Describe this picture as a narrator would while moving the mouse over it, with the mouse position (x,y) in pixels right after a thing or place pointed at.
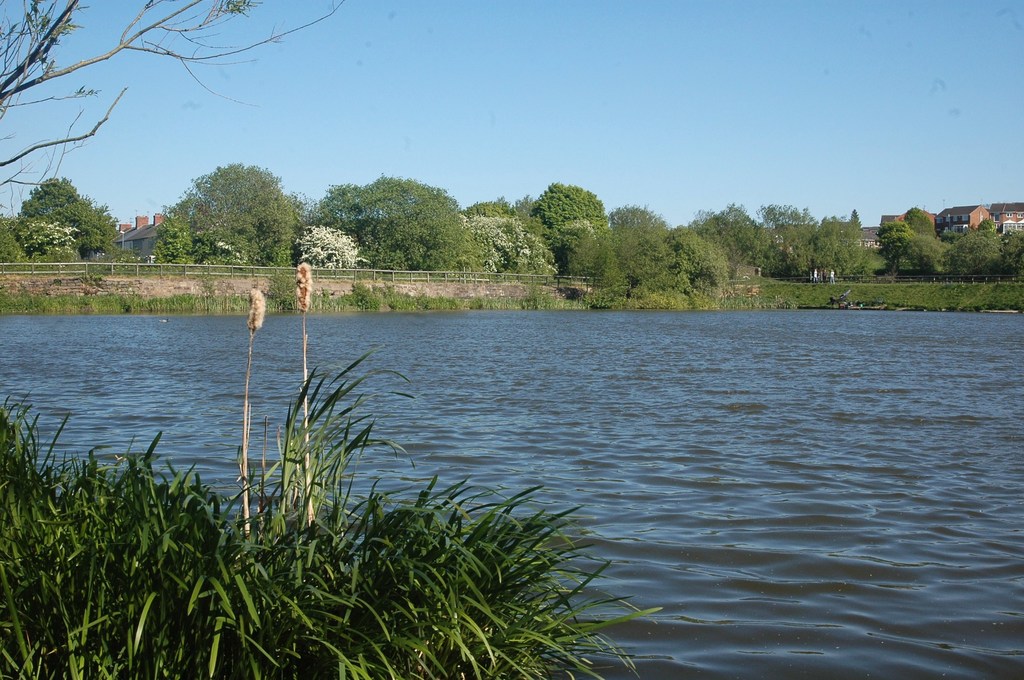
In this picture we can see grass (202,582), flowers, water (242,394) and truncated tree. In the background of the image (1017,264) we can see plants (46,245), grass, fence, trees (413,239), buildings (132,236) and sky (799,115).
